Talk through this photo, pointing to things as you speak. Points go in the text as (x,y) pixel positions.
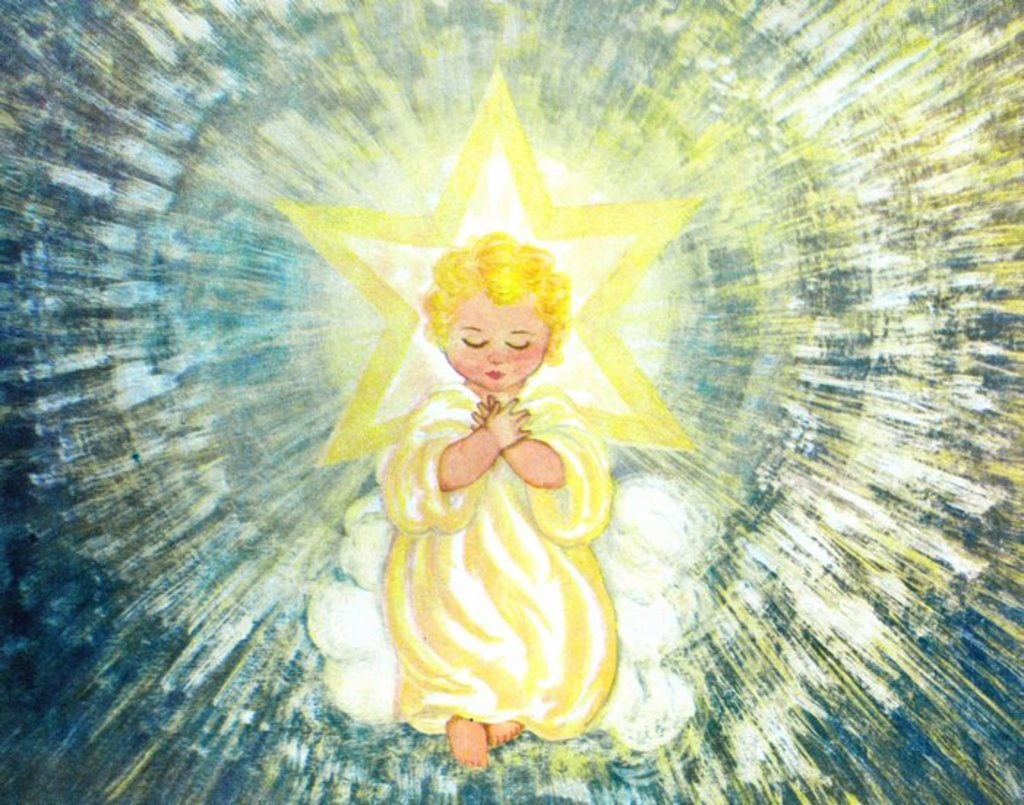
This is a painting. In the center of the image (424,497) we can see a girl (470,707) is sitting. In the background of the image (69,679) we can see the sun rays (951,578).
